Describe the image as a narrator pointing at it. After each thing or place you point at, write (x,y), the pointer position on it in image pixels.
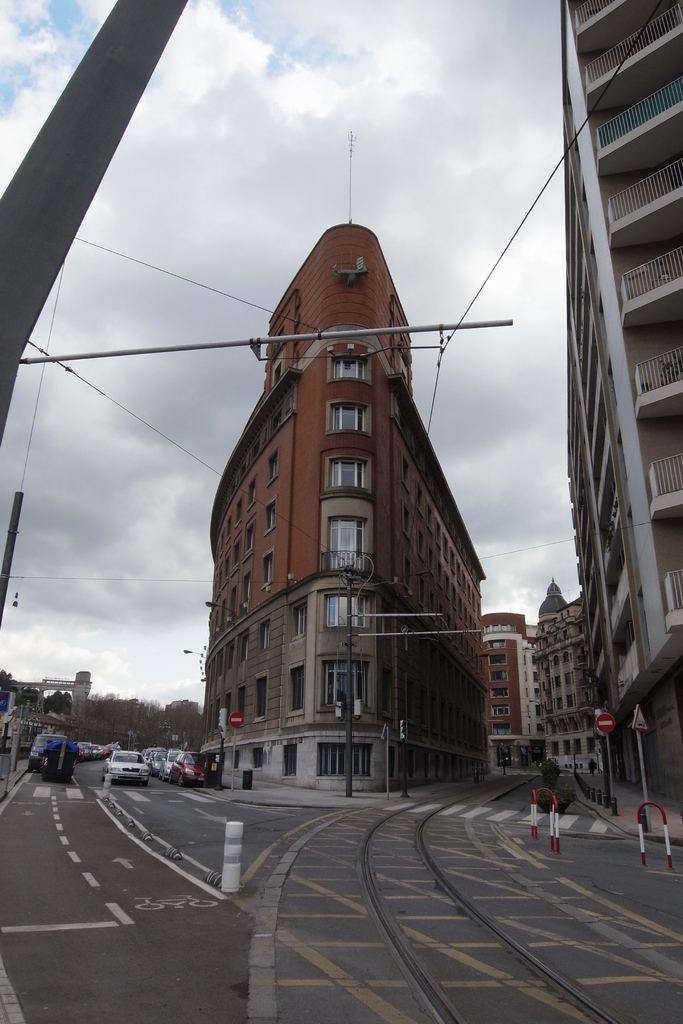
In this picture we can see rods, poles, boards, buildings (259,707), wires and vehicles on the road (363,923). In the background of the image (126,719) we can see trees (111,702) and sky (153,414) with clouds (306,251).
